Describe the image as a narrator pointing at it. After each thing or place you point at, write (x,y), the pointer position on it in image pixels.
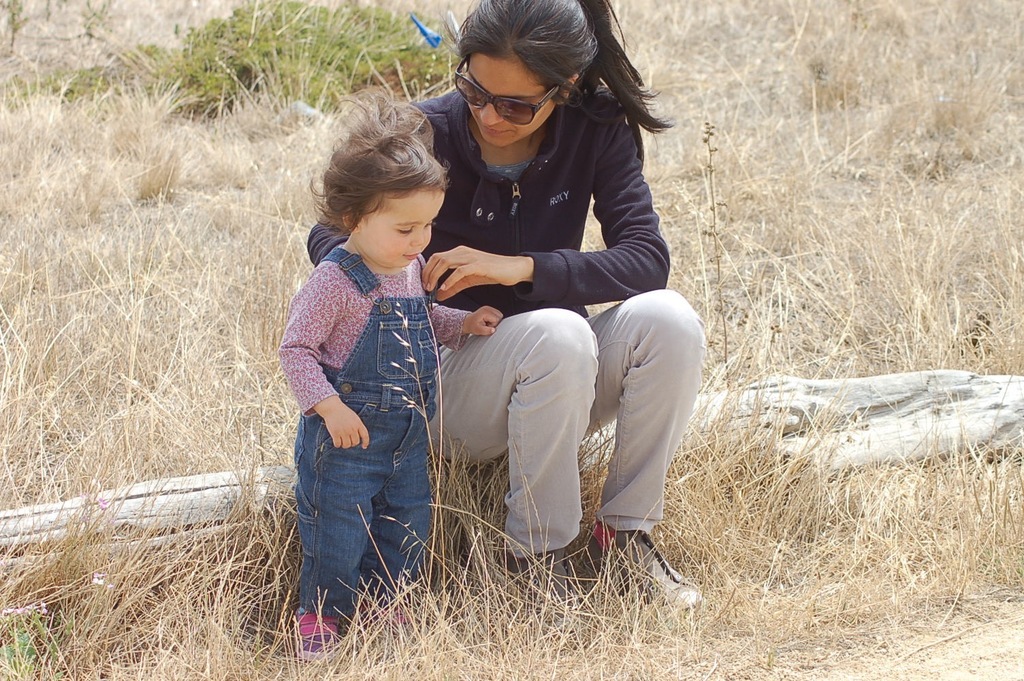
This is an outside view. Here I can see a woman (502,211) wearing jacket (563,220) and sitting on a log (781,413). She is holding a baby (396,236) and the baby (324,573) is standing on the ground (367,607) and looking at the downwards. At the bottom of the image (167,593) I can see the grass (135,593).
